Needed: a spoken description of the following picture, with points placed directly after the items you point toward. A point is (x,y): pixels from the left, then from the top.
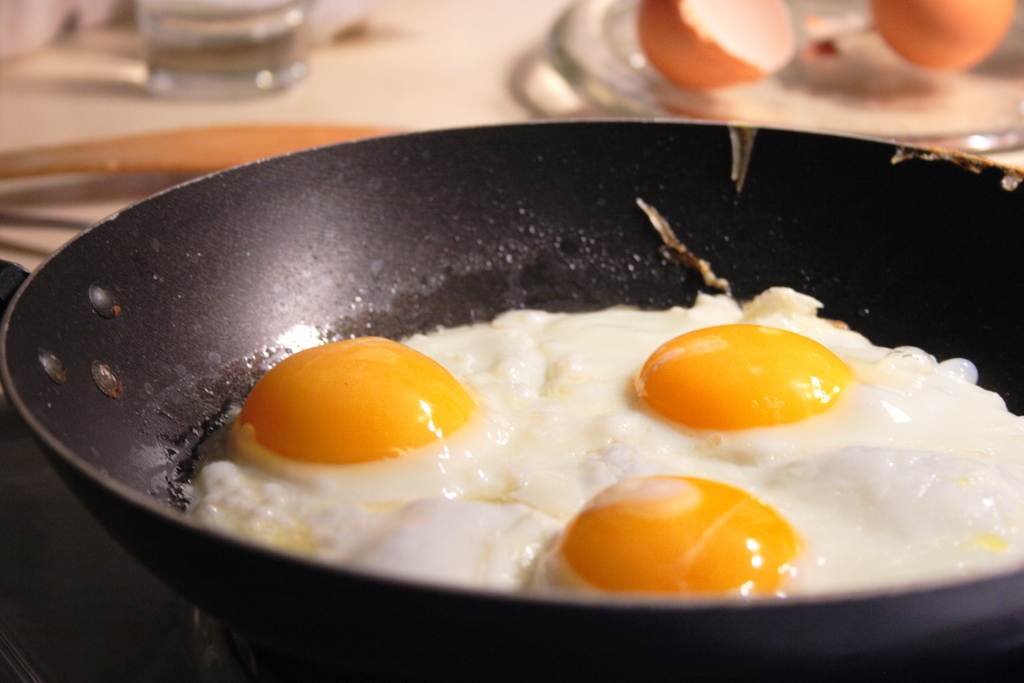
In this picture we can see a pan (899,671) with food (398,416) in it, glass (211,39) with water (158,42) in it, plate (559,59) with eggs (784,23) on it, spoon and these all are placed on a platform (140,67).
